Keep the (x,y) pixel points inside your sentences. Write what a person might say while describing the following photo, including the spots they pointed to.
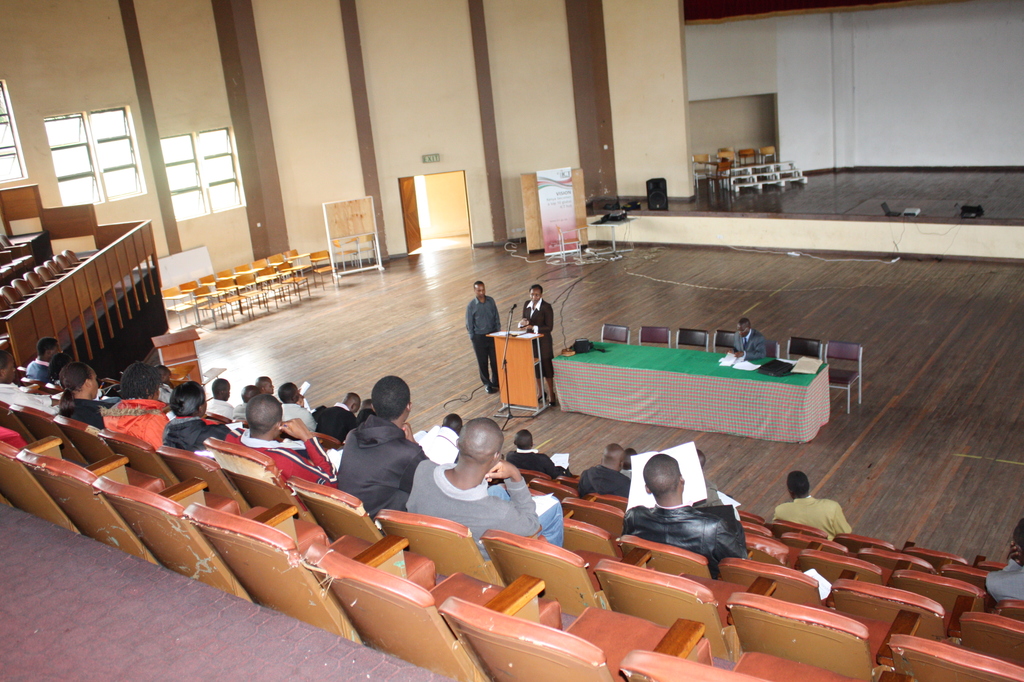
In this image I can see the group of people (524,512) sitting on the chairs (278,506). These people (301,446) are wearing the different color dresses (330,470). I can see few people (518,483) are holding the papers (640,482). In the back (485,355) there are two people (488,368) standing in-front of the podium (514,375) and there is a mic (505,359) in-front of them. To the side there is a person (738,345) sitting on the chair (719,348). In the background (301,278) there are many boards (528,214) and chairs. I can also see the wires (686,281) and sound boxes (661,199) in the back (648,199).
